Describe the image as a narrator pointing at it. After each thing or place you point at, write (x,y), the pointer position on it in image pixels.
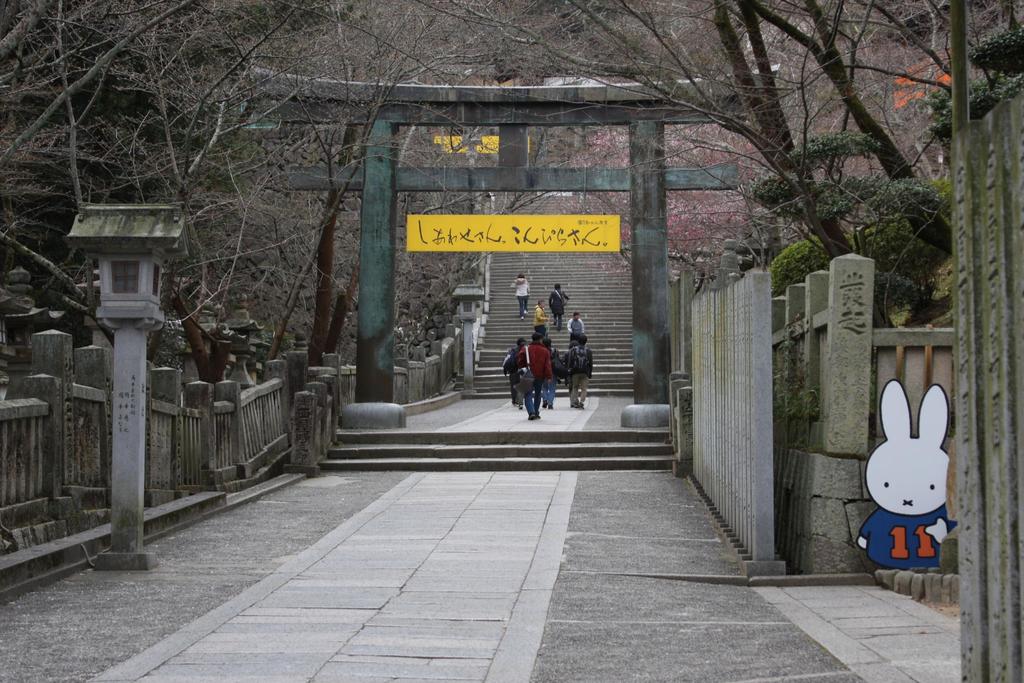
In this image we can see persons (521,361) climbing the stairs (533,329), railings (176,379), poles (139,367) and a toy (890,449) on the floor (428,539).
